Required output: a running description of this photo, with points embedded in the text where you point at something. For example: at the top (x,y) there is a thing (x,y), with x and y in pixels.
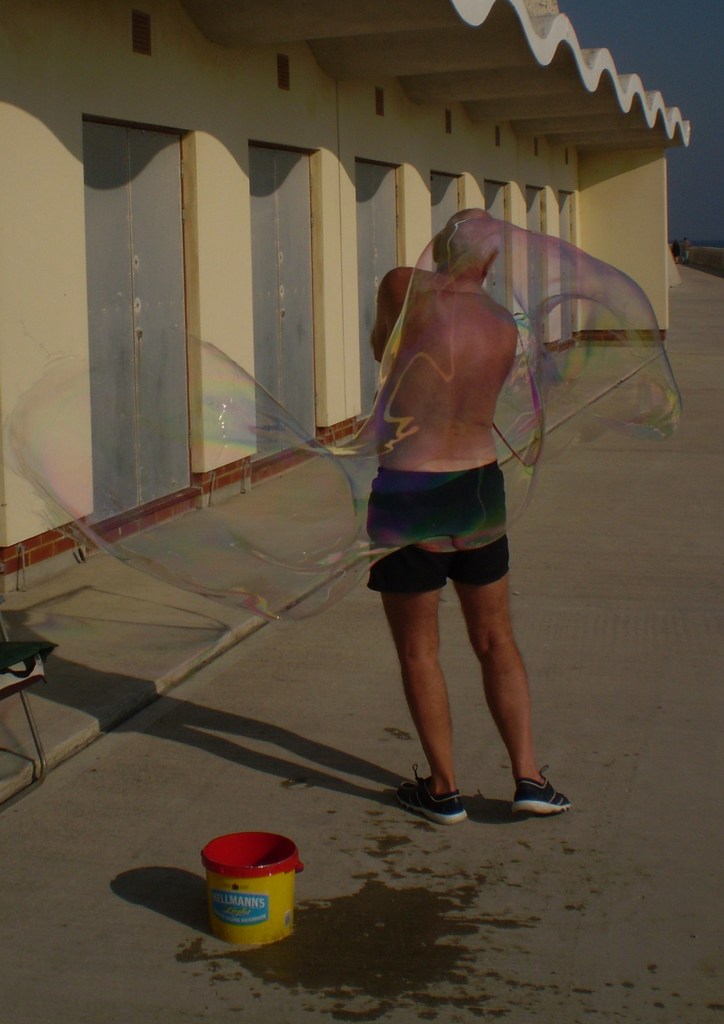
In the foreground of the picture (468,564) we can see a person (496,359) blowing bubble (529,473) and we can see bucket (238,873) and chair (10,675). In the middle of the picture (272,365) we can see doors (295,195) and building (397,116). On the right (692,454) it is road (700,344). At the top right corner (700,77) there is sky (695,112).
